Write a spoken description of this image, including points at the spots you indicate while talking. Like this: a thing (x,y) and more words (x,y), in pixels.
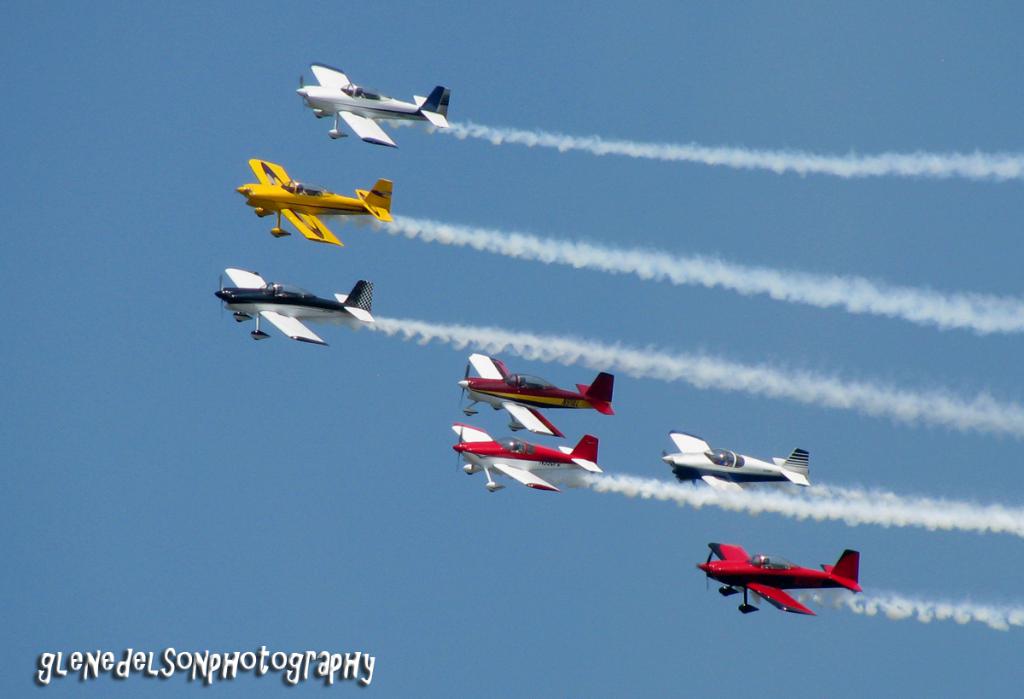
In this image we can see some airplanes (552,390) are flying and in the background (357,417), we can see the sky (502,576), at the bottom of the image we can see the water mark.
